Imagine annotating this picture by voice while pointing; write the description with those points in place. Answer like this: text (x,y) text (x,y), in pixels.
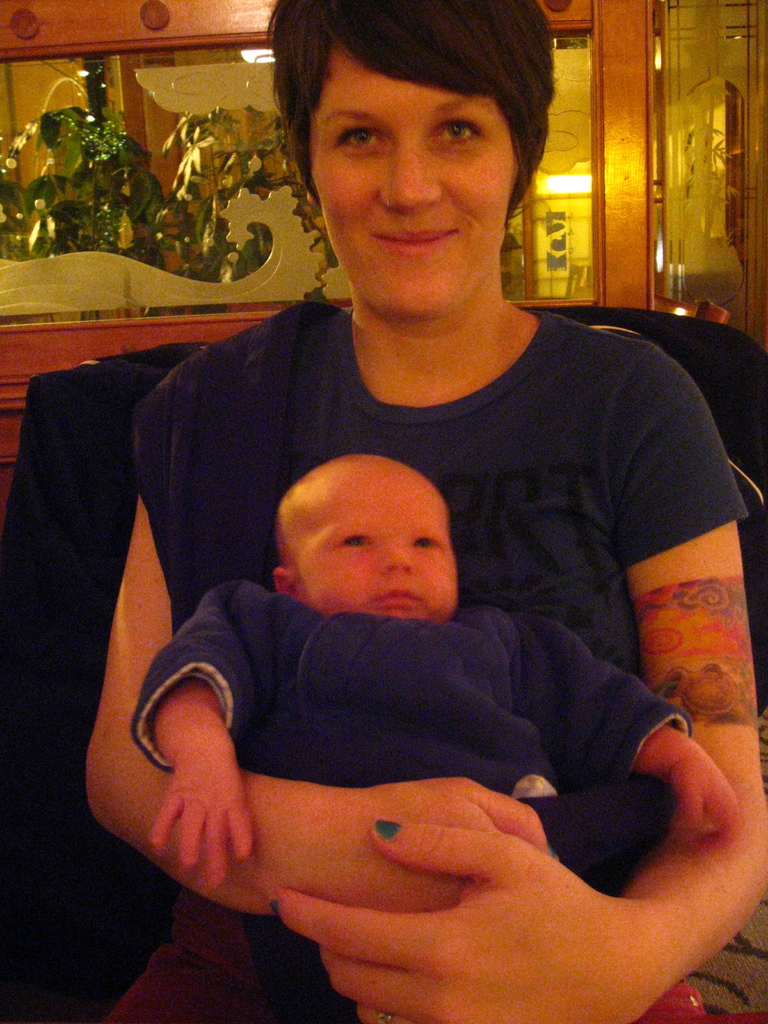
In the center of the image (416,435) a lady (459,430) is sitting and holding a baby (493,654). In the background of the image (596,168) we can see a door (681,160), glass (167,93) and a plant (99,166) are present.
